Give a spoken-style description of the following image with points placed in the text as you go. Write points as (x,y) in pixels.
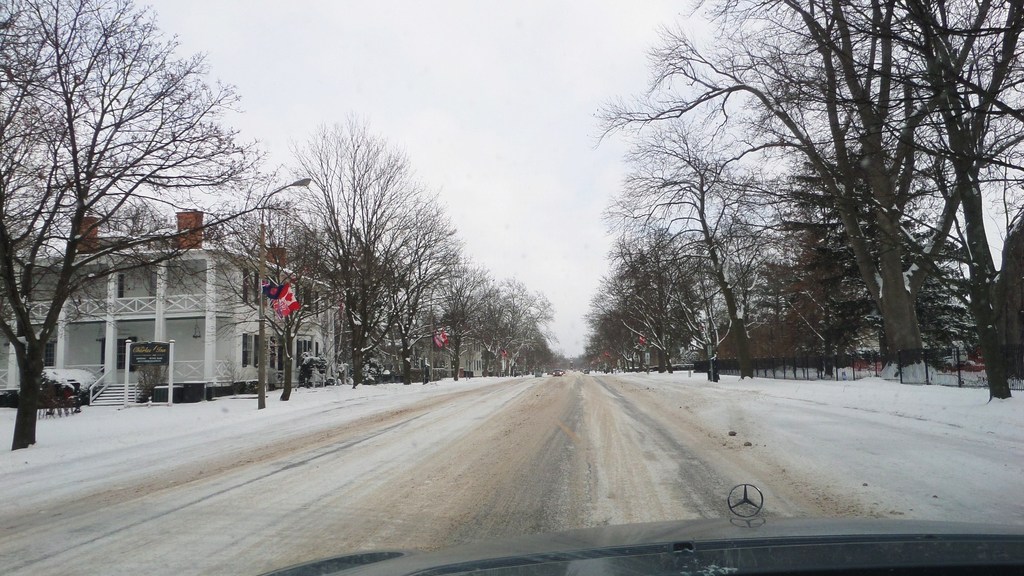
In this image I can see vehicles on the road (568,442), trees (282,395), boards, pillars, fence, buildings (249,322), light poles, flags (438,344) and the sky (282,58). This image is taken may be during a day.
